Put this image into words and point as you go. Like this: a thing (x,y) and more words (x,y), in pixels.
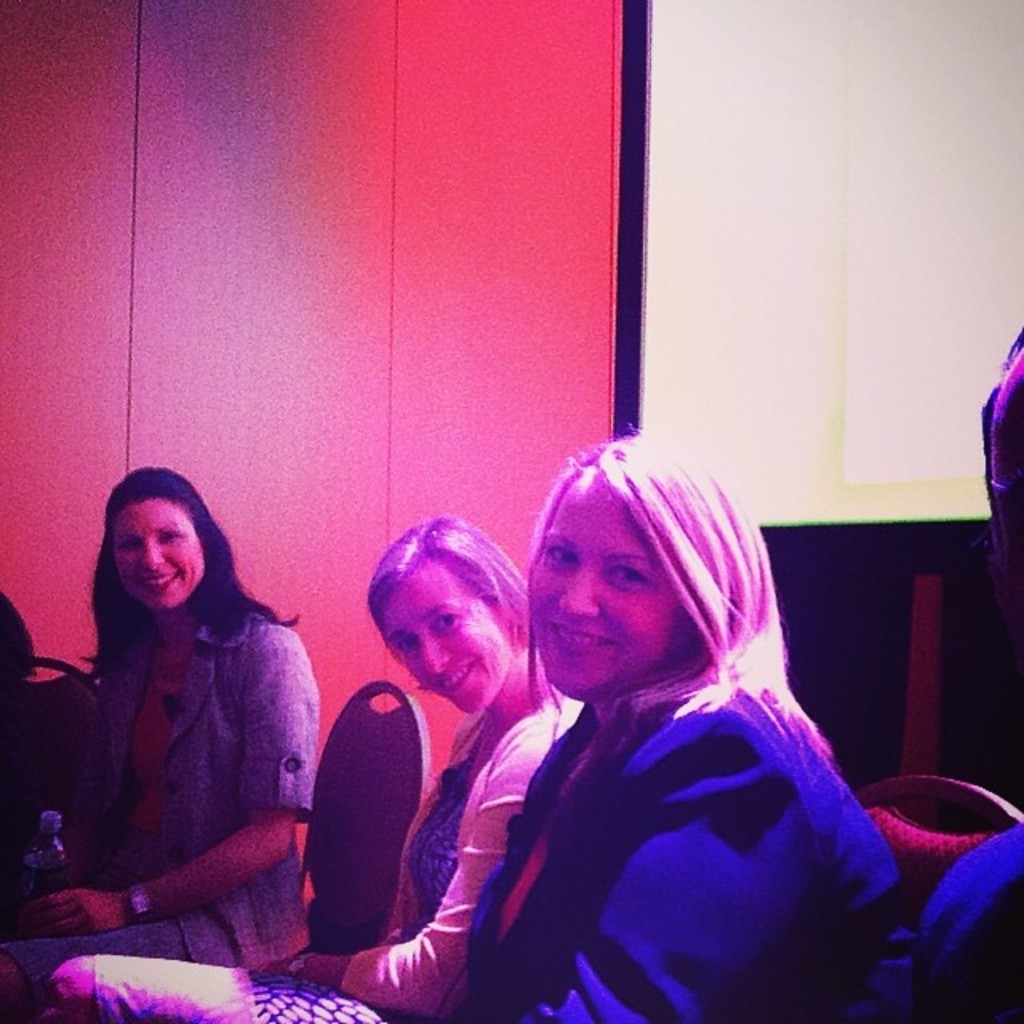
In this picture I can see few woman (553,729) sitting on the chairs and I can see a wall (184,320) in the back (123,118).
